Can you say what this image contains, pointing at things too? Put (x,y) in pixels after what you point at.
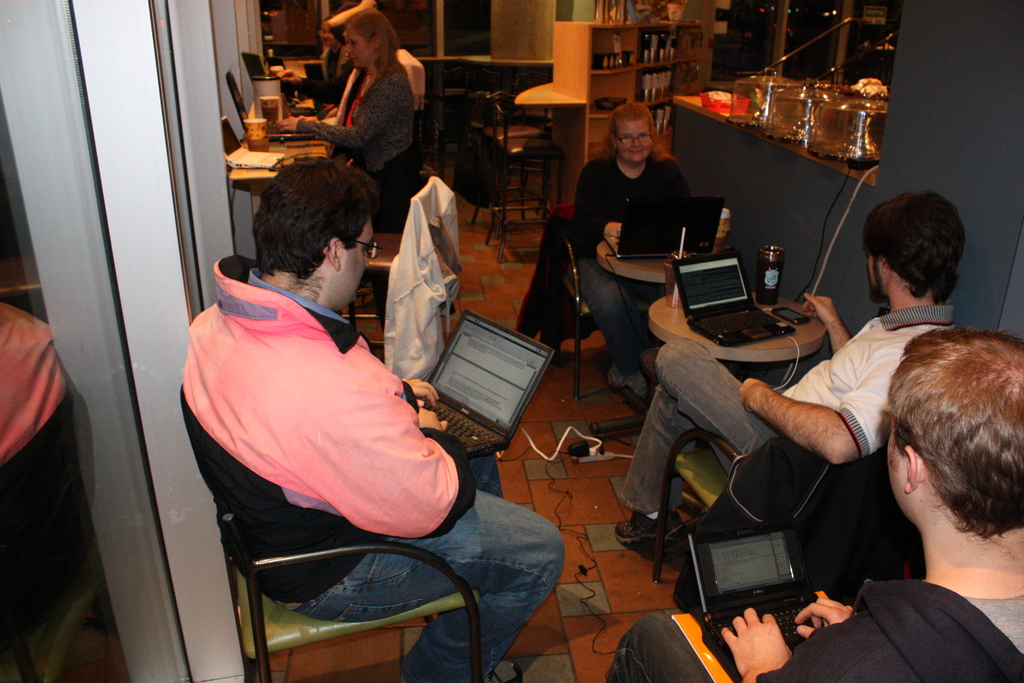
This image is clicked inside a room (356,654). There are tables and chairs (249,668). People (919,616) are sitting on chairs (471,587). On those tables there are glasses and laptops (456,395).
